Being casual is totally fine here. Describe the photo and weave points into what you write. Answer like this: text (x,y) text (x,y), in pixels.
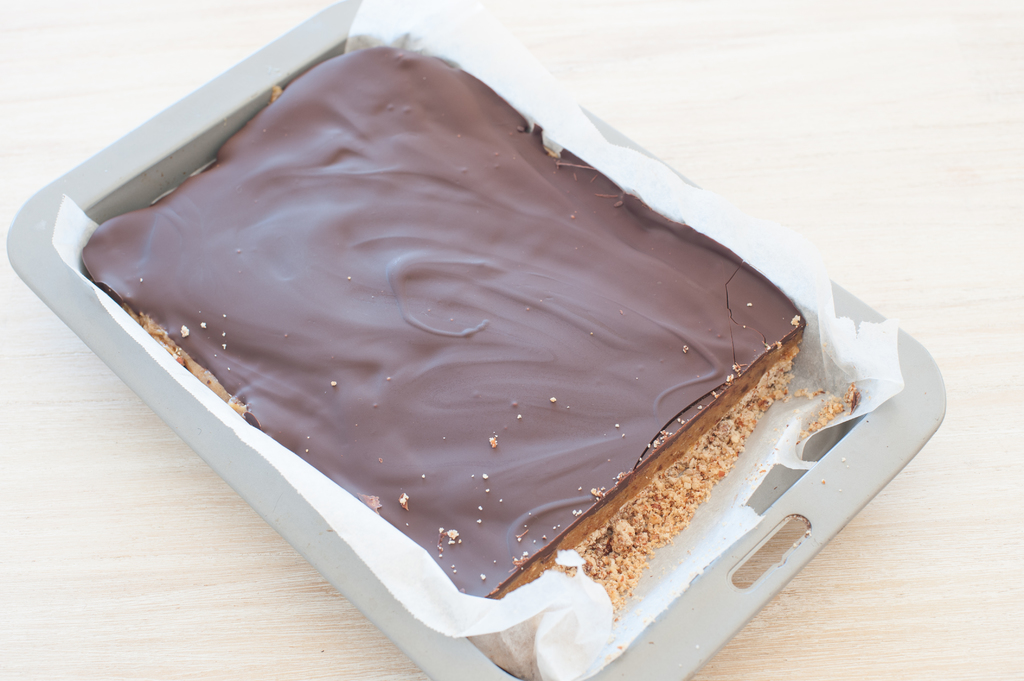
In this image we can see tray (736,590) on a wooden surface (894,618). In the tray (277,501) we can see butter paper (385,547) with cake (641,525).
